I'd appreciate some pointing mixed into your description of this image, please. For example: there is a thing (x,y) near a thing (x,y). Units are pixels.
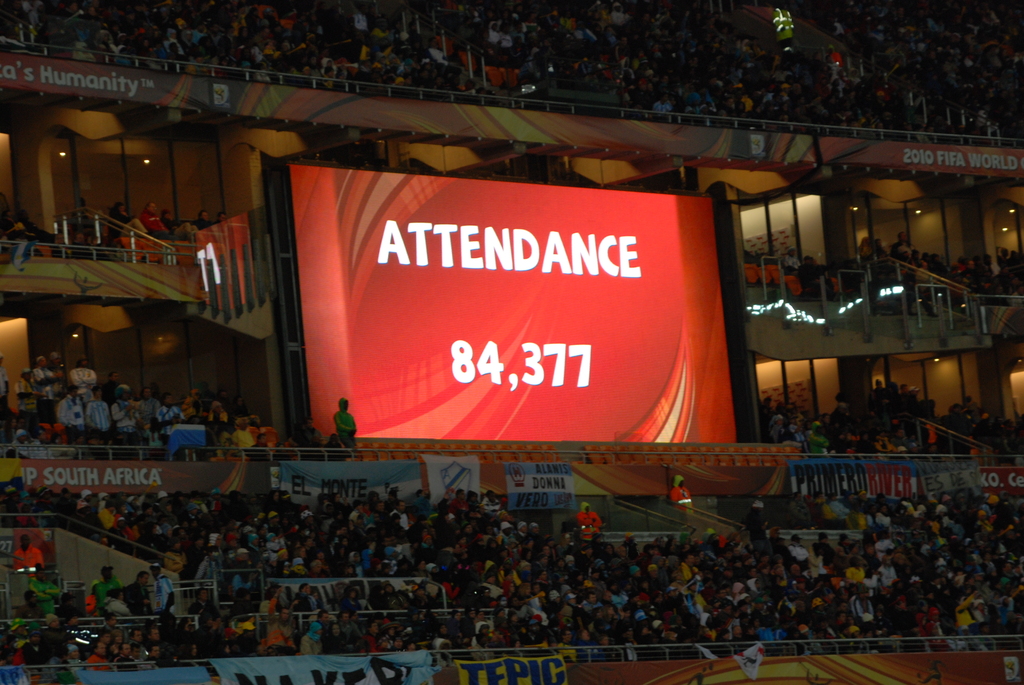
In this image I can see the stadium (752,149) filled with the people (537,584). I can also some text (502,266) projected on the screen (526,346).
